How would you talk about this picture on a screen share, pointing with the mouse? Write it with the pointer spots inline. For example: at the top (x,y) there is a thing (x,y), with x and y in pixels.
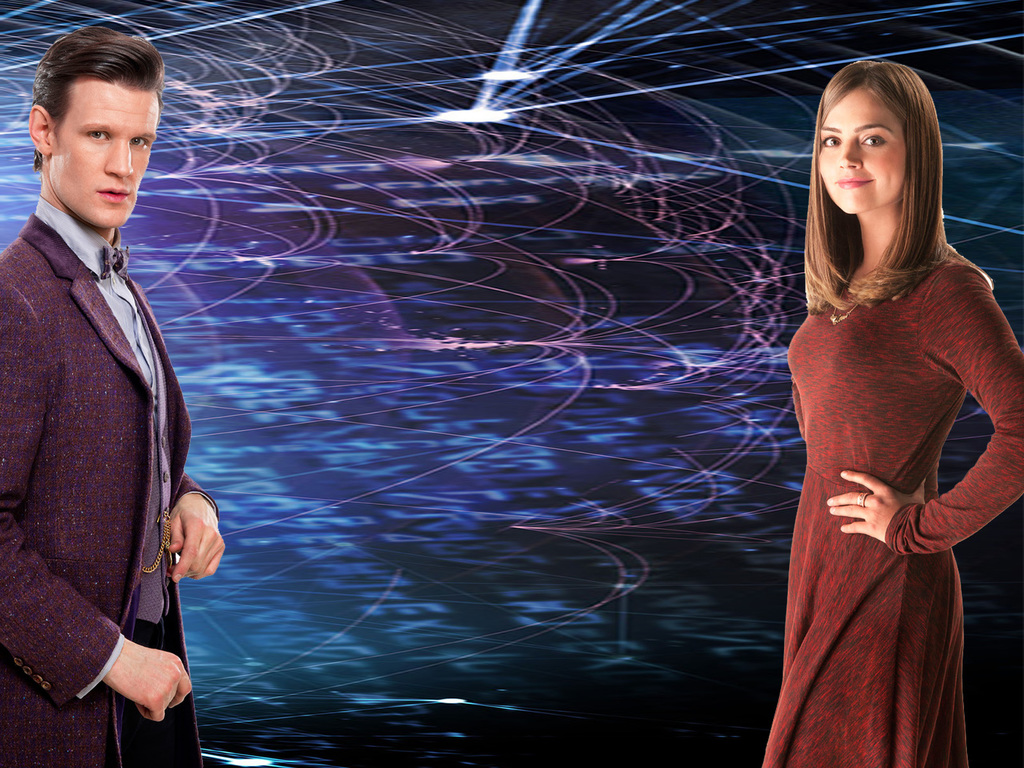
In this image we can see a lady (910,288), and a man (118,419), there is a screen (417,208), on that there are some light rays (628,259).
